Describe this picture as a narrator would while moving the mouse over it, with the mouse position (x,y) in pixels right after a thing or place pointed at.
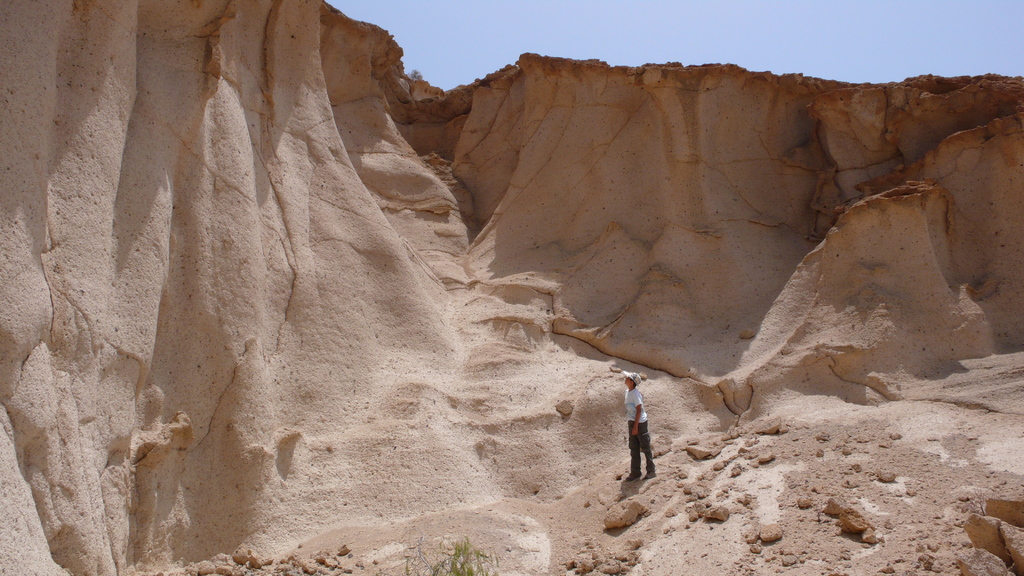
This is the picture of a hill (385,216). In this image there is a person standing in the foreground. At the bottom (672,514) there is a plant (473,566) and there are stones (647,514). At the top (541,15) there is sky (573,22) and there is a tree (416,75) on the hill (455,89).
